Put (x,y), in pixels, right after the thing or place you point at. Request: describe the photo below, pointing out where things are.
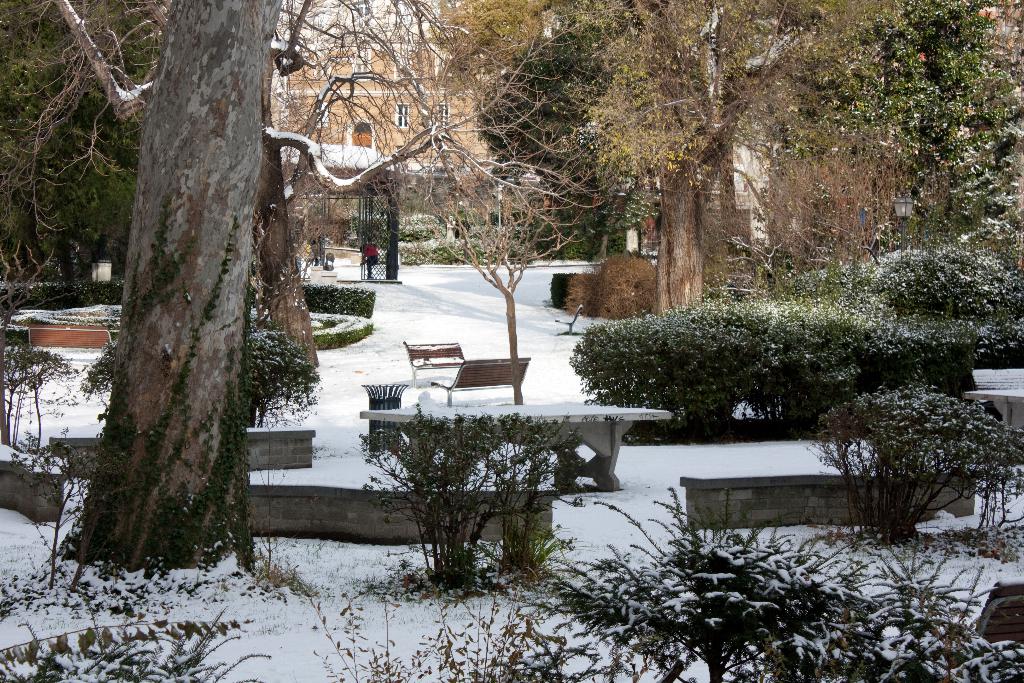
At the bottom of the picture (322,603), we see the snow (298,643) and the shrubs (648,632). In the middle of the picture (376,401), we see the benches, table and a garbage bin (374,422). On the left side (245,353), we see the trees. On the right side (750,187), we see the benches (975,369), trees (723,191) and shrubs (923,354). In the middle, we see a boy (368,273) is standing. There are shrubs (428,216) and a building (394,139) in the background (411,196).
